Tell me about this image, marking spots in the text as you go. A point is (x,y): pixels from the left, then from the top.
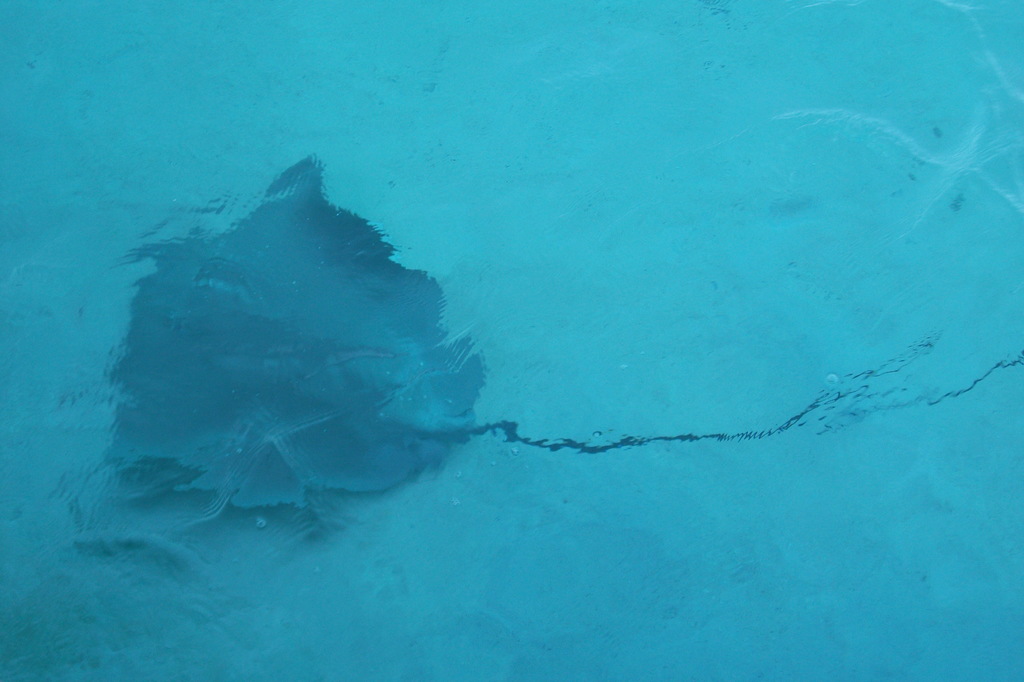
In this picture we see water (62,539) in blue color and something (304,333) in black color which is below the water level (23,602).
